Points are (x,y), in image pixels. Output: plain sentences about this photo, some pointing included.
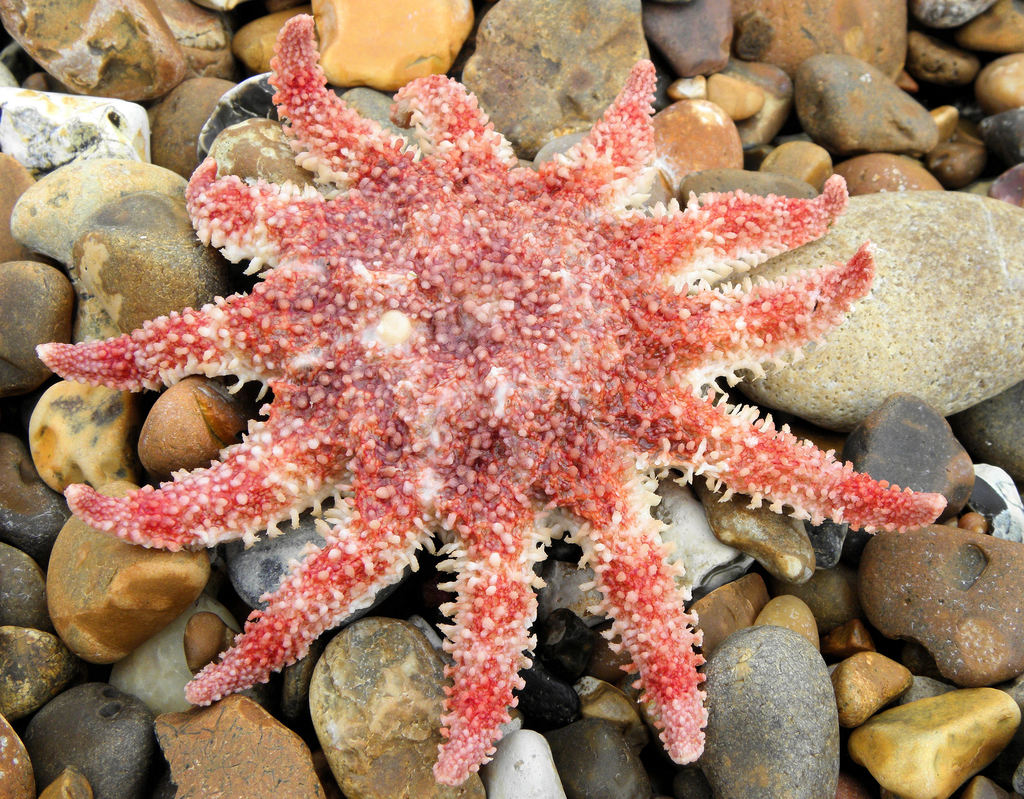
This is starfish (493,400), these are stones (685,521).
